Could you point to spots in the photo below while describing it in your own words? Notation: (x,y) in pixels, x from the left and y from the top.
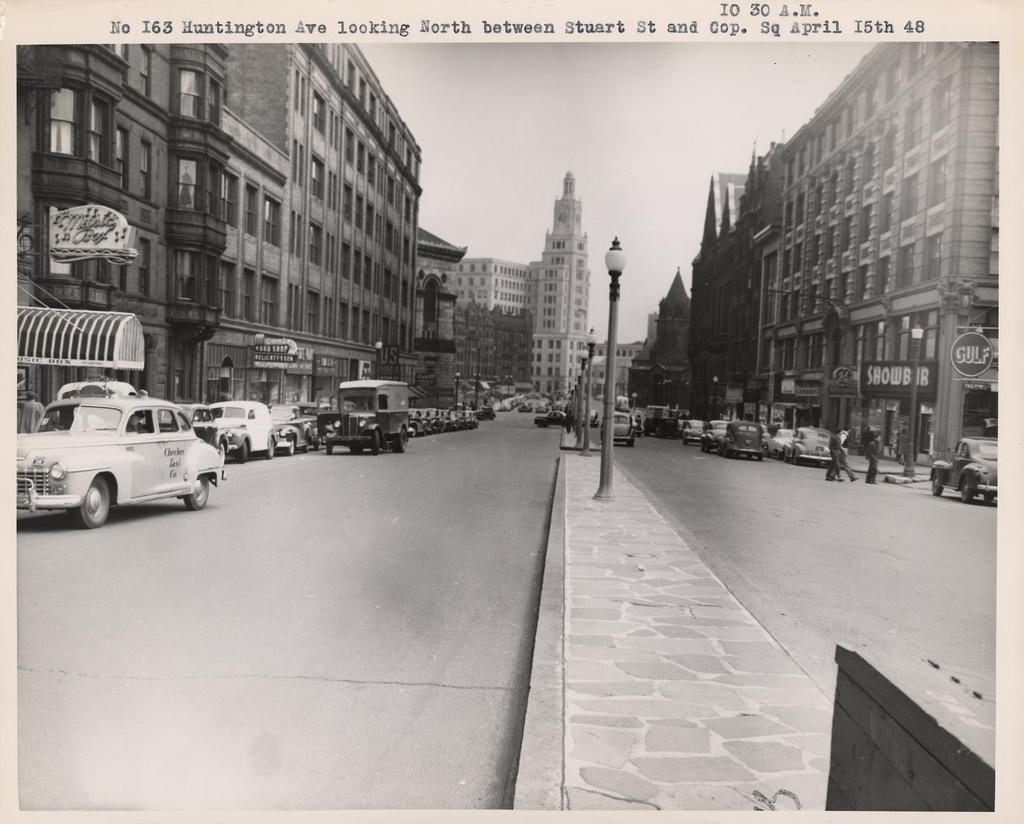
This picture is a black and white image. In this image we can see some text (652,30) and numbers (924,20) at the top of the image (519,26). There are some buildings (500,283), one tent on the left side of the image (26,322), one footpath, some boards (923,381) with text (965,355), some objects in the background (512,410), some lights (616,244) with poles (606,392), a few people (872,468) walking on the road (815,470), some vehicles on the roads (696,457), one object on the bottom right side of the image (840,752) and at the top (616,80) there is the sky (628,235).
